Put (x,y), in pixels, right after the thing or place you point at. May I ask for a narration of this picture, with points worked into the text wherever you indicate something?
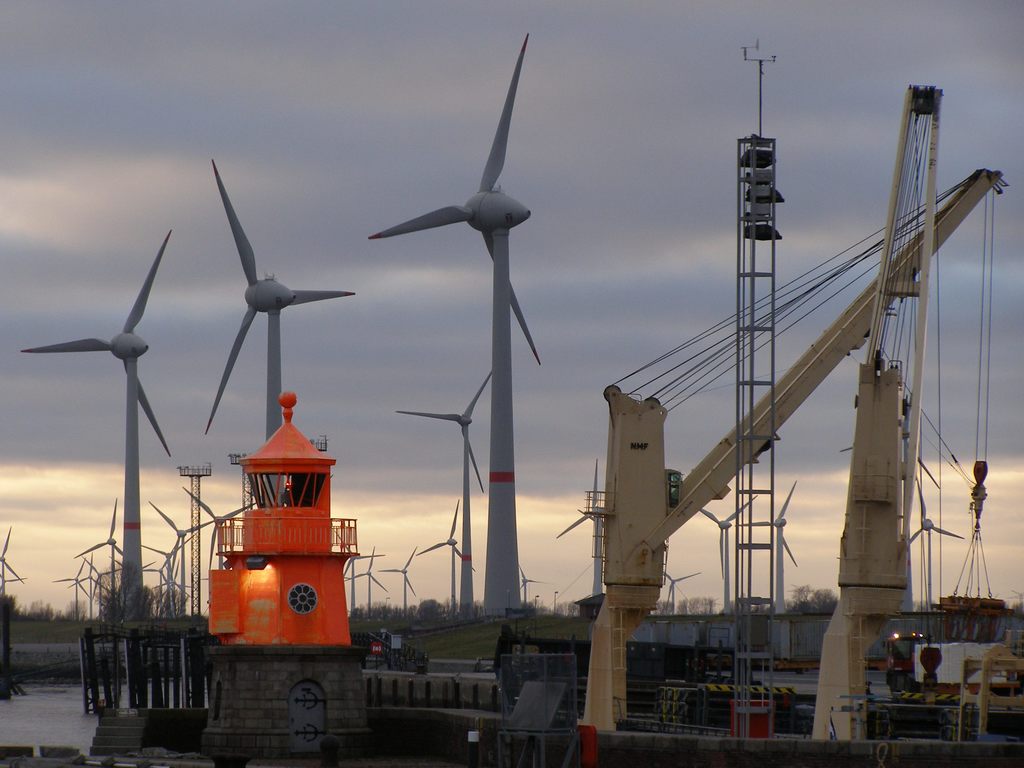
In this image we can see many windmills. There is a cloudy sky (520,520) in the image. There is a grassy land (43,625) in the image. There are many trees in the image.
